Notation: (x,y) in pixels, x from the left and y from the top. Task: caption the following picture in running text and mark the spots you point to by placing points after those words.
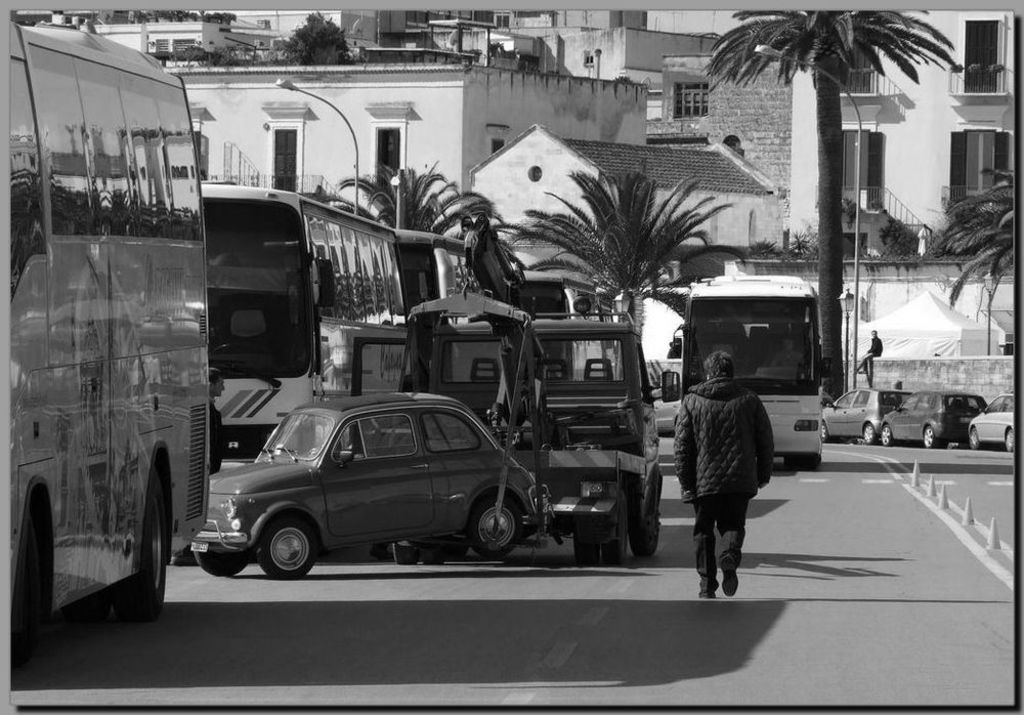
In this black and white picture there are few vehicles (499,514) on the road (448,600). A person (685,476) wearing a jacket (724,453) is walking on the road (715,604). Right side (930,481) there are few cones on the road (971,531). Background (1004,194) there are few trees (992,197). Behind there are few buildings (515,124). There are few street lights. A person (877,356) is sitting on the wall (881,370).
